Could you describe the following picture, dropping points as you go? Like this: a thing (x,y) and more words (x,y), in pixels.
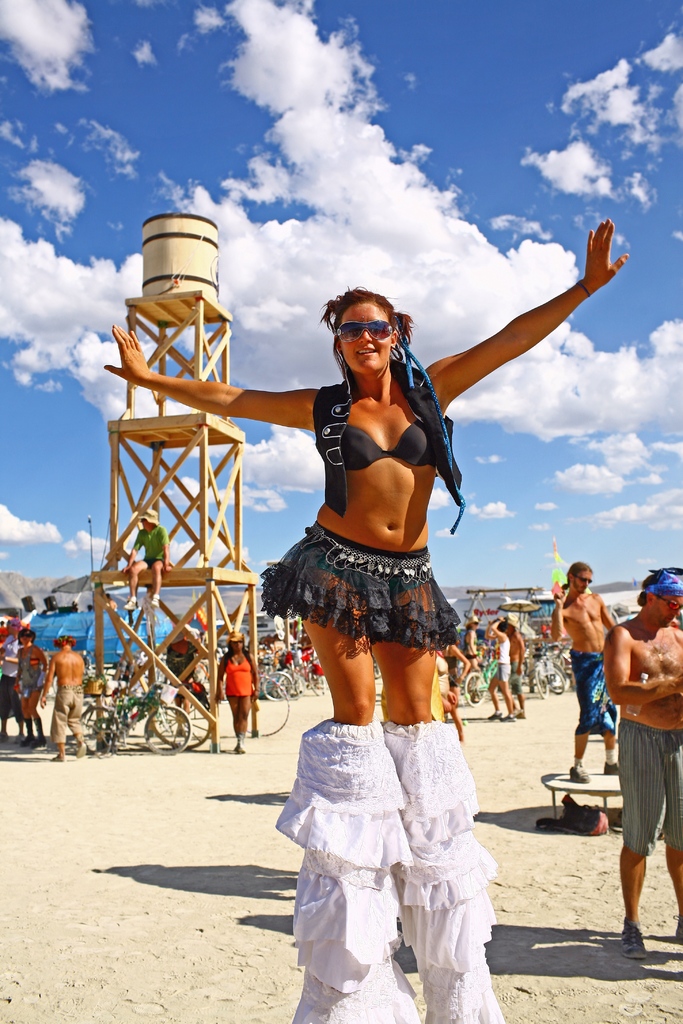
In this picture we can see a woman (362,478) is standing in the front (331,459), in the background (607,762) there are some people (504,690) standing, on the left side (182,275) we can see a tank (175,284) and bicycles (115,707), on the right side (537,611) there are umbrellas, we can see the sky (422,131) and clouds (375,108) at the top of the picture (387,140), we can also see bicycles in the background (544,668).
